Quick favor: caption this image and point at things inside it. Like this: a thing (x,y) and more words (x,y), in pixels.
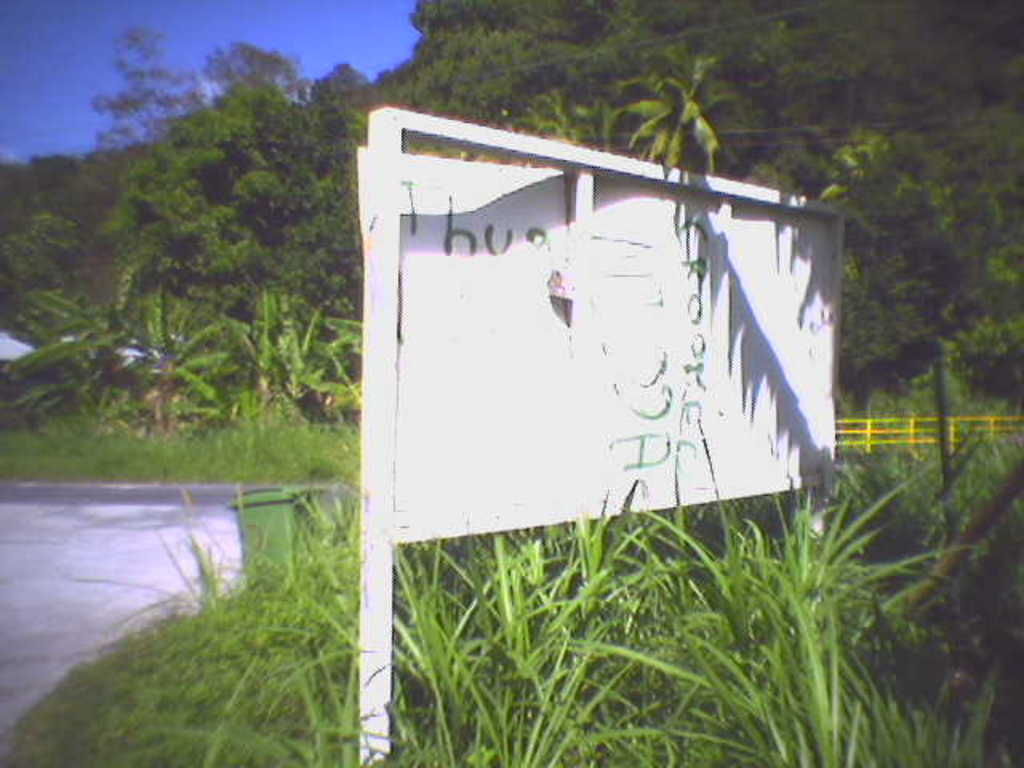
In front of the image there is a wooden display board (501,293) with some text (537,234) on it, beneath the board (564,398) there is grass (560,592), behind the board (466,316) there is a trash can (274,545) and there are trees (618,108), at the top of the image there are cables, beside the board (833,452) there is a fence (899,431), on the left side of the image (138,538) there is a road (180,502), at the top of the image (203,94) there is the sky (54,104).
